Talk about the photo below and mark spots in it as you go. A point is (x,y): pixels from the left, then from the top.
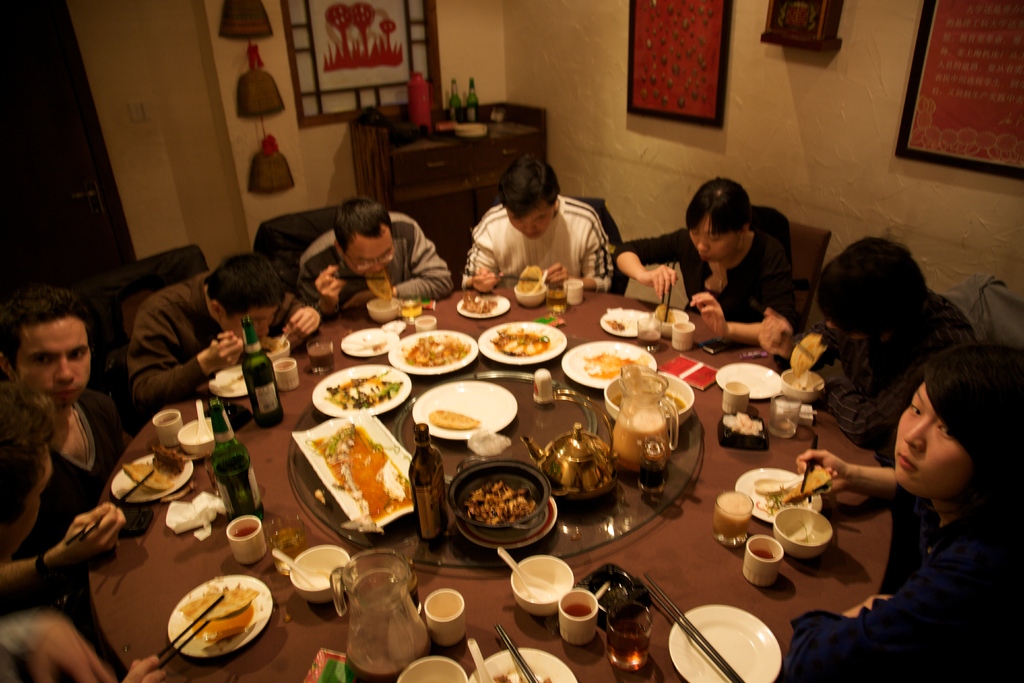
In this picture I can see there are a few people (1007,645) sitting on the chairs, there is some food (354,487) placed on the plates (740,669), bowls (540,564) and there are chop sticks (736,682) and wine bottles (430,532). In the backdrop (344,110) there is a wall (746,52) with photo frames (633,47).
